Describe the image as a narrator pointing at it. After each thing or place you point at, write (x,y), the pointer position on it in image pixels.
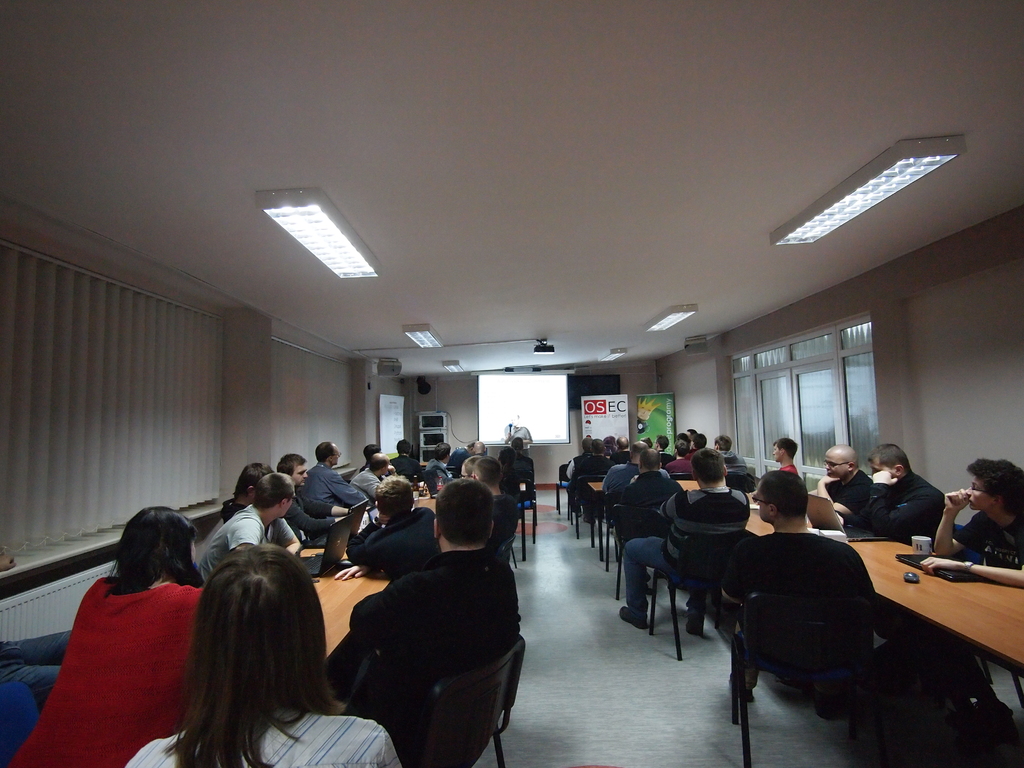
In the image we can see there are many people (474,584) wearing clothes (318,530) and they are sitting on the chair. There are even many tables (922,614). This is a floor (635,694), projection screen (553,382), projector (545,349), window (773,387), poster (625,399), lights (323,245), wall (966,396) and a roof (776,227).
